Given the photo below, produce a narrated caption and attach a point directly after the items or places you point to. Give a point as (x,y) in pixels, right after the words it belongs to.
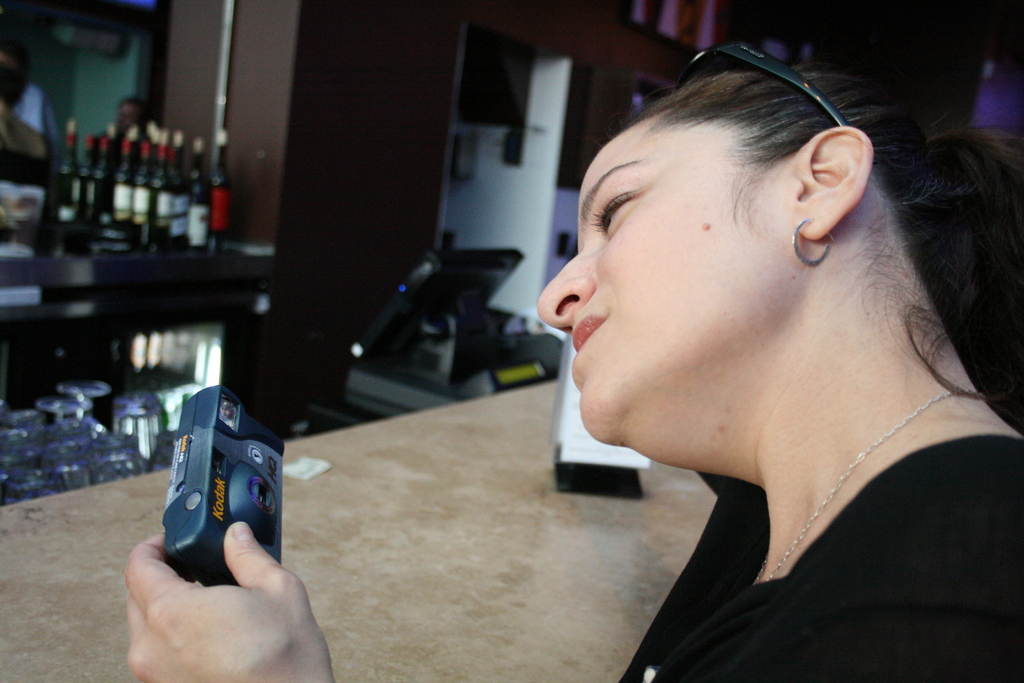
In this image I can see a person (750,471) holding a camera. The person (745,554) is wearing black dress (697,559), background (293,124) I can see few bottles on the table (163,261) and I can see cupboards (360,127) in brown color.
